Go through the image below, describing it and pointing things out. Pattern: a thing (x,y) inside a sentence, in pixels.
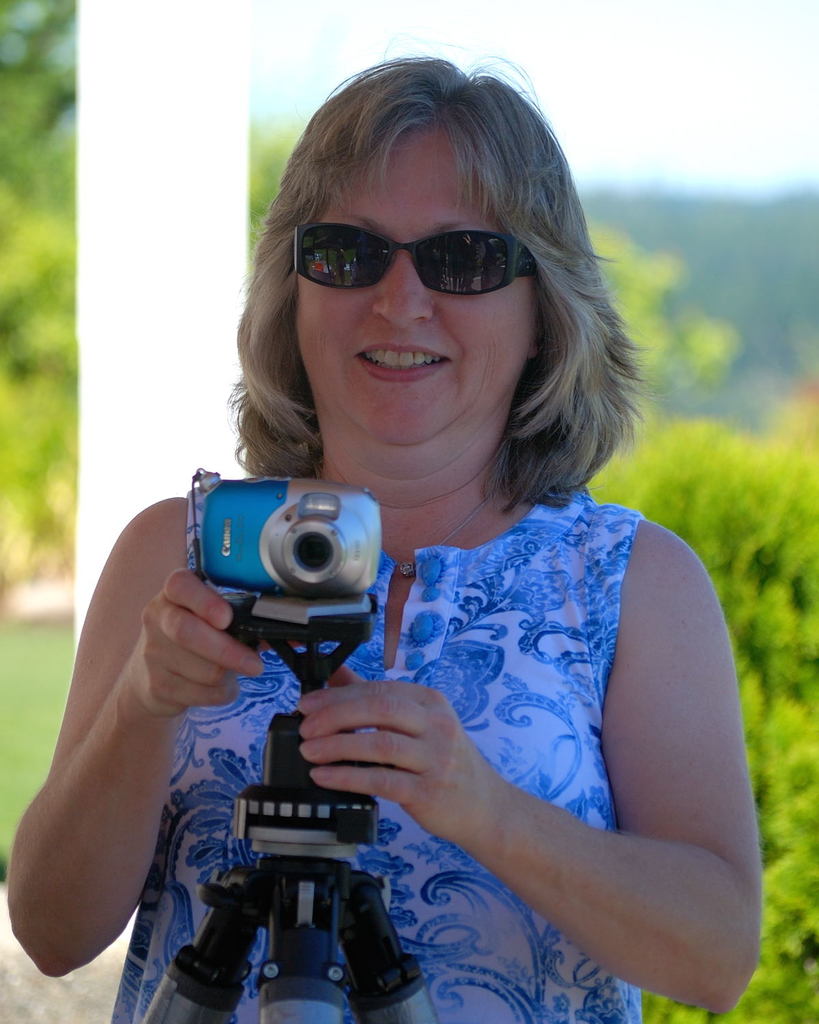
In this image i can see a woman (418,409) standing and holding a camera (253,568) in her hand (348,681). In the background (692,453) i can see trees (746,529) and sky (707,71).
